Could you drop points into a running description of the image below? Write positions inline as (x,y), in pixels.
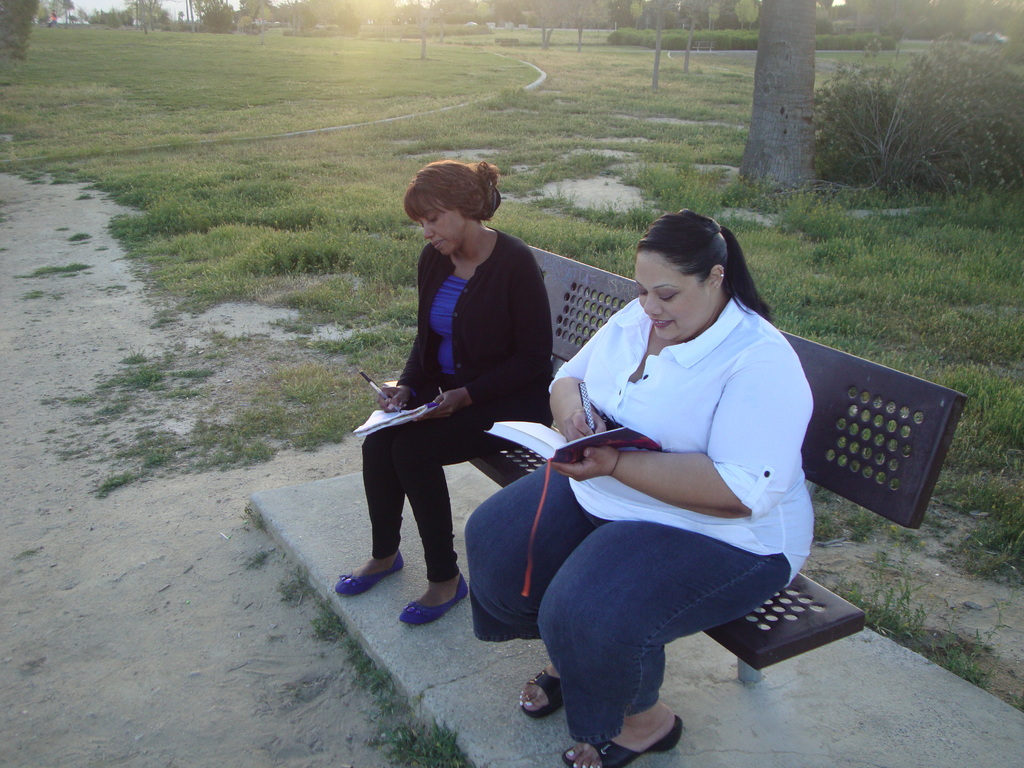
In this image we can see two women (514,489) are sitting on the bench (510,462) and holding a book (549,436) and pen (586,419) in their hands (569,425). In the background (820,149) we can see trees (781,116) and shrubs (878,100).
